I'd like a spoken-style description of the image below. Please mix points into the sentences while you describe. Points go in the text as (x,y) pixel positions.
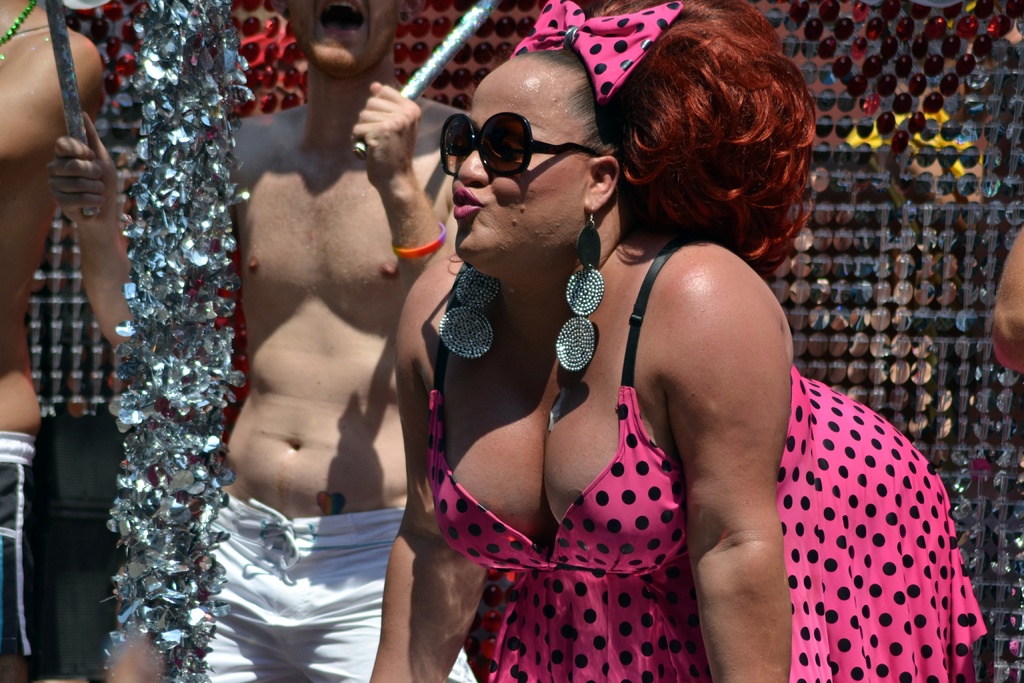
This picture consists of three persons (711,389) and in the middle (348,291) person (267,490) he holding sticks (461,29), in the background (881,164) there is a decorative fence (951,296) visible, on the right side (1011,273) I can see person hand (999,324).
